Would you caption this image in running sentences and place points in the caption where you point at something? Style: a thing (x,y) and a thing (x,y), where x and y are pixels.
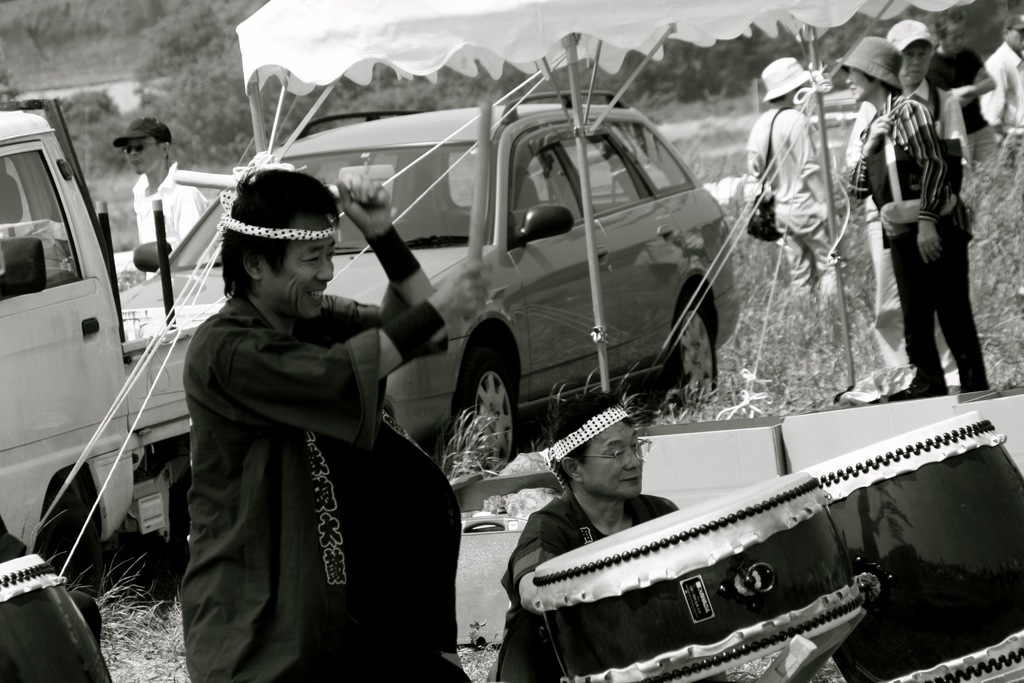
In this image, we can see few people (224,349), few are wearing caps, hats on his head (287,183). There are few vehicles (88,408). At the top of the image (568,25), we can see tent (563,31). Few are wearing bags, glasses (598,456). And the right side (698,588), we can see musical instrument (785,571). Left side person (299,381) is smiling.
